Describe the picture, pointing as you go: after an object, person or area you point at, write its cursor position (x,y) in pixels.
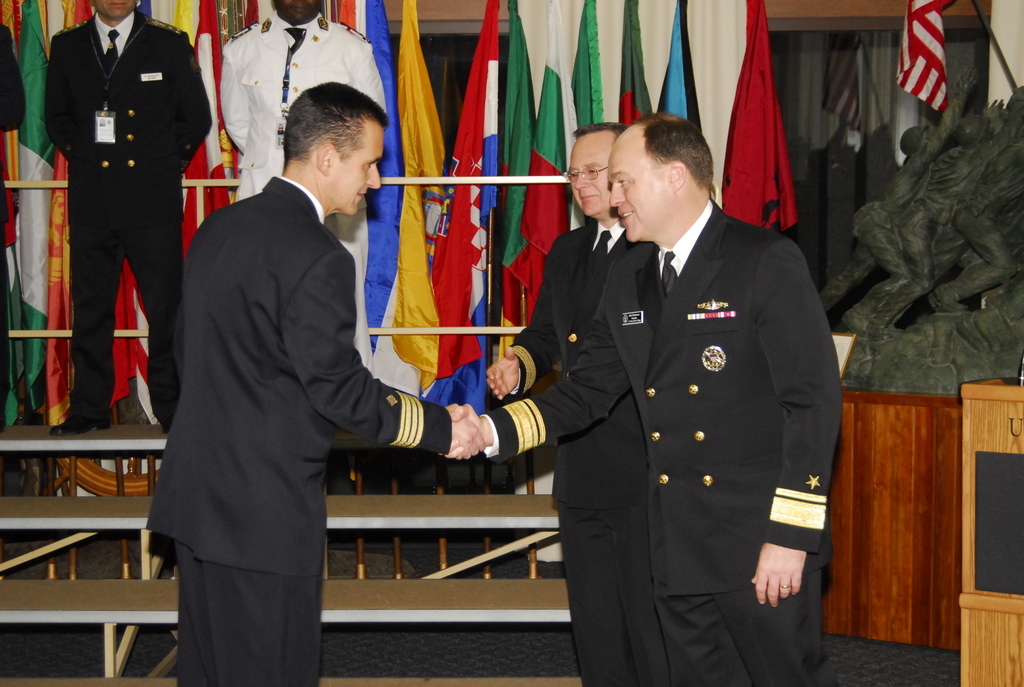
In this image two persons (320,396) are shaking their hands (458,450). Behind them there is a person (561,323) standing. Left side (137,247) two persons (143,150) are on the stairs (102,448). Behind them there are few flags (466,110). Right side (1006,470) there is a podium (1011,456). Beside there is a statue (899,288) on the table (889,460). Background there is a wall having curtains (1020,8).
